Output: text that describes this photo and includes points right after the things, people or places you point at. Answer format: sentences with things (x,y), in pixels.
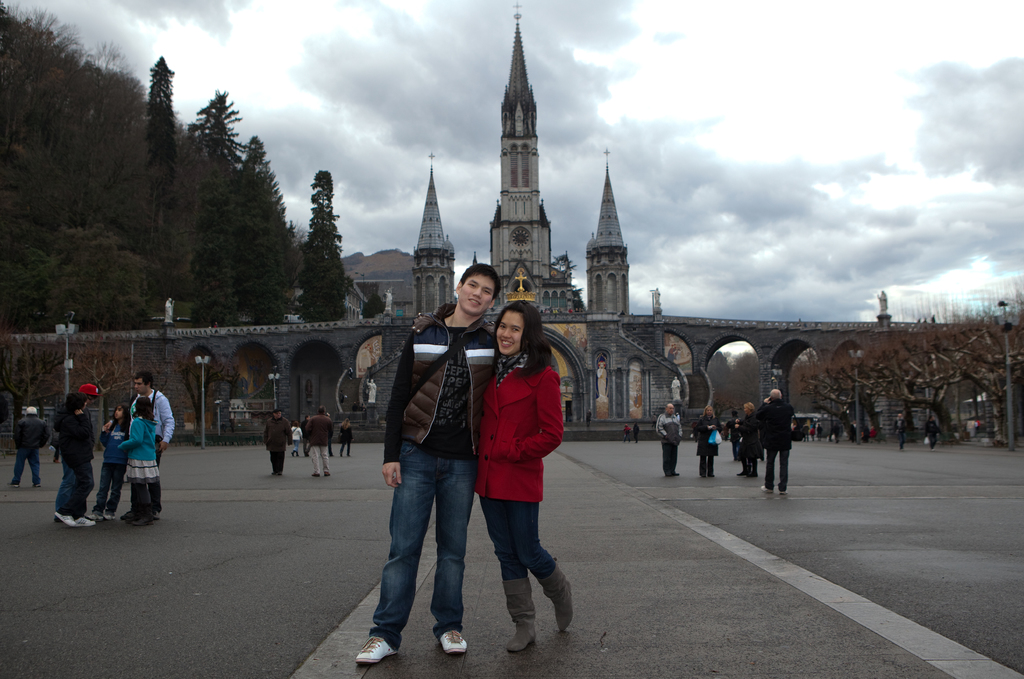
This picture describes about group of people (441,389), few are standing and few are walking, in the background (124,355) we can see few poles (273,379), lights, trees (215,276) and a building (395,303), and also we can see clouds (718,78).
